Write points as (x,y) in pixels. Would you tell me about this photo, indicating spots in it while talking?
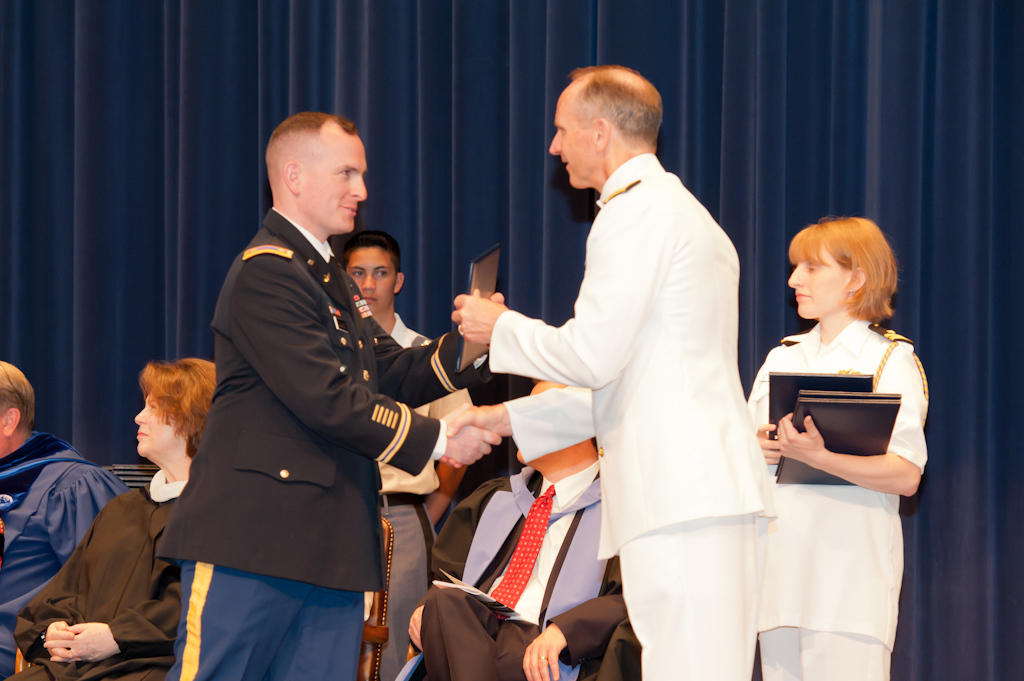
In this image I can see a group of people (632,434) on the stage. In the background (927,284) I can see a curtain (214,204). This image is taken may be during night on the stage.
